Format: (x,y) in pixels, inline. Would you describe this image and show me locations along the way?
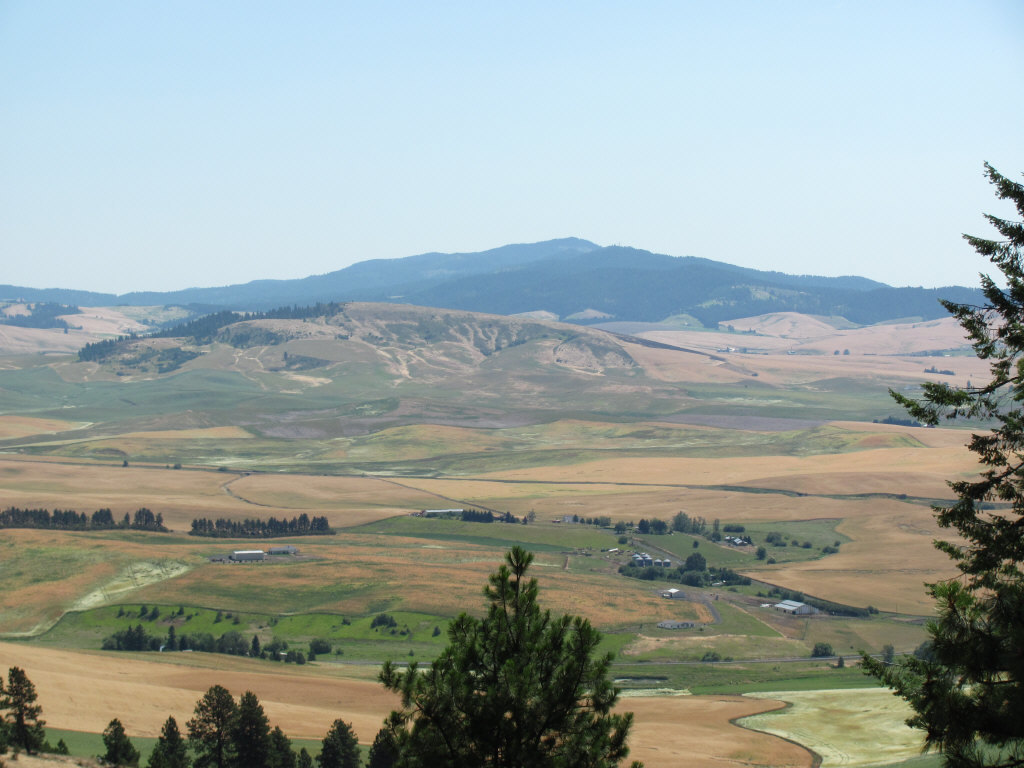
In this image at the bottom (281,657) there are some trees (779,590) and houses (791,612) and fields (180,516), in the background (181,358) there are some mountains (477,344). At the top of the image (292,169) there is sky (440,198).
